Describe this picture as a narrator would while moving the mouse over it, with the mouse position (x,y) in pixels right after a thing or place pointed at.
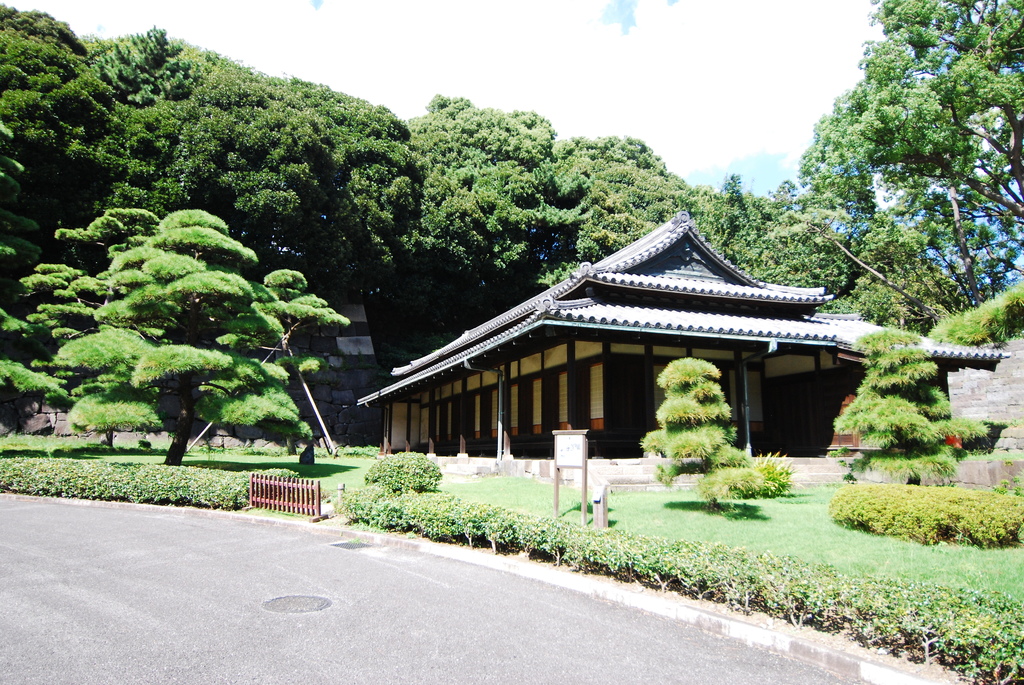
In this image there is a road (202,602). On the side of the road (224,597) there is a small railing (274,491). Also there are plants (893,524), bushes (893,524) and trees (681,439). And there is a building (603,342) with pillars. In the background (428,187) there are trees (195,121) and there is sky (725,64) with clouds (779,53). Also there is a board (571,459) with poles (556,443) near to the building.
